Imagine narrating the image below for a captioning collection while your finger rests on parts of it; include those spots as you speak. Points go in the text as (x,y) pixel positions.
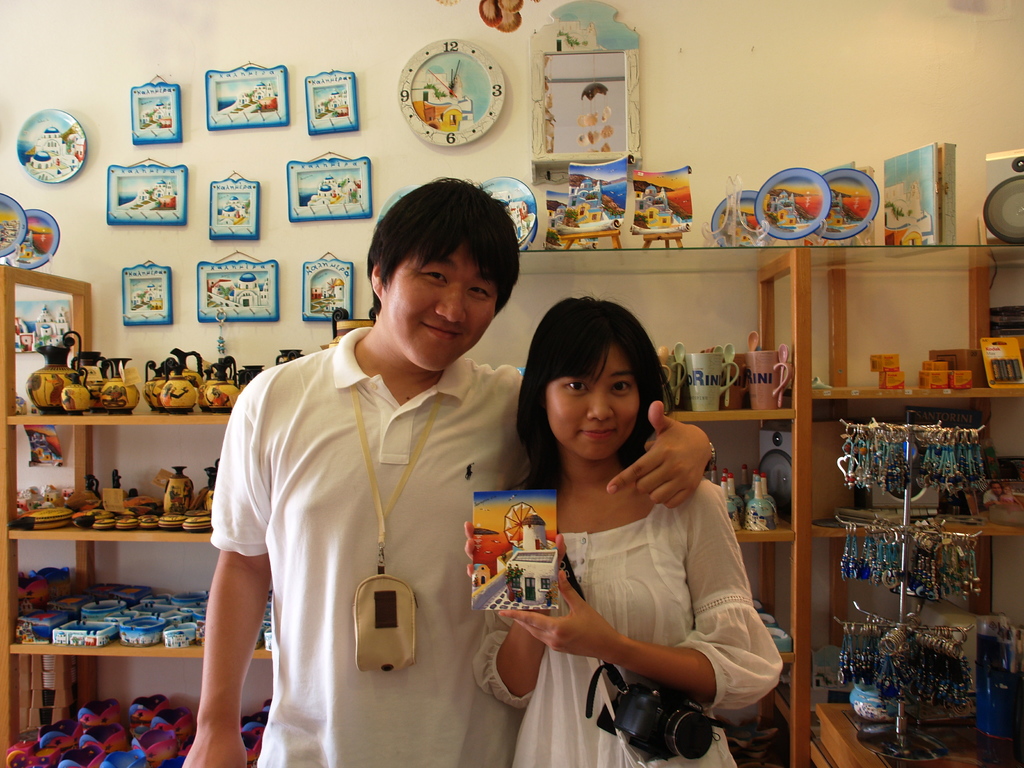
In this image we can see two persons (466,575), one of them is wearing a camera (648,723) and holding an object (531,583), behind them there is a wall (711,443), wall clock (467,93), we can also see some photo frames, toys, boxes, jugs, cups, bottles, and some other objects (973,498) on the racks (76,462), there are some key chains (841,682) on the stand (967,634).
